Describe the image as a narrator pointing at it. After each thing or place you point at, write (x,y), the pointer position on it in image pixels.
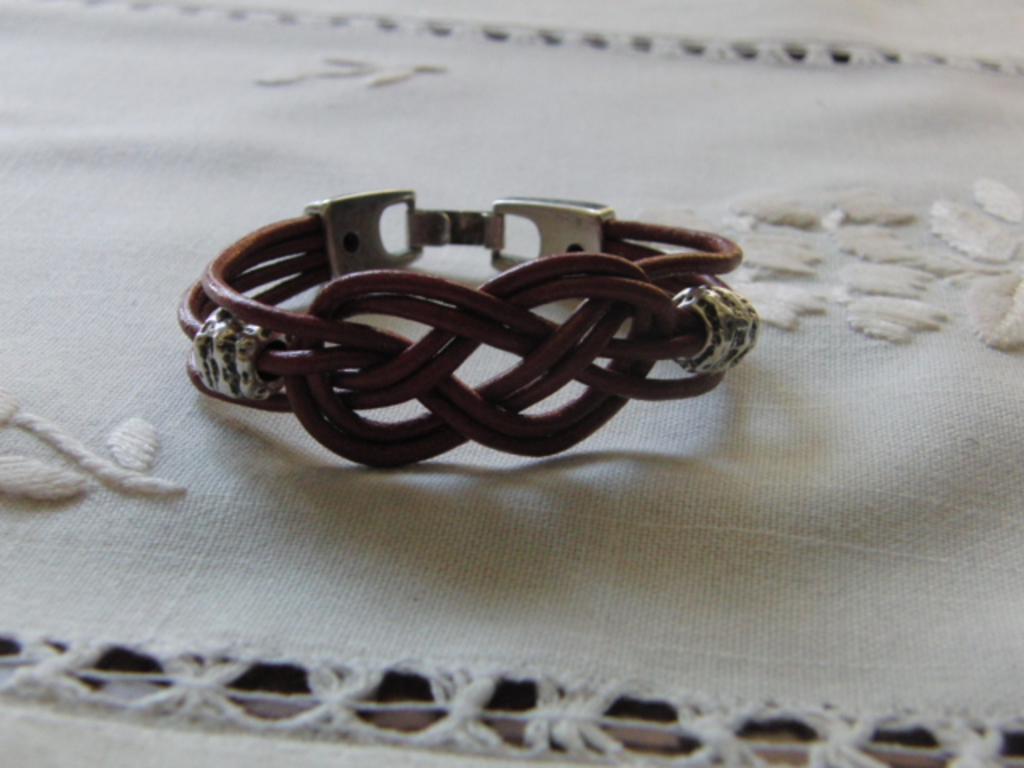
In the picture we can see a bracelet (525,423) which is brown in color and clip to it and it is placed on white color cloth (509,602) with some designs (842,272) on it.
